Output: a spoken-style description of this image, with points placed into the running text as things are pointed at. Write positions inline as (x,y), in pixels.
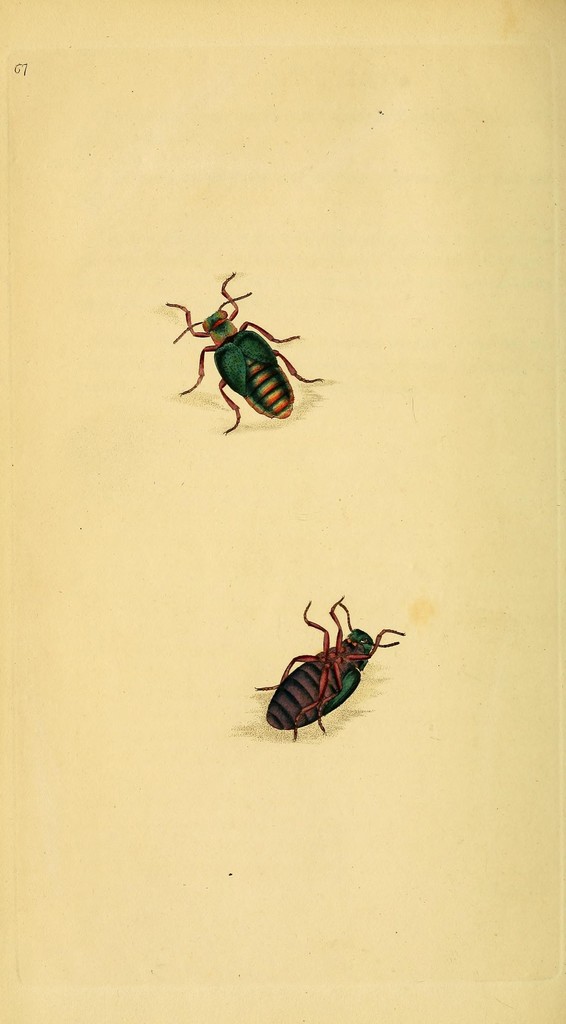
In this image we can see the picture of some insects (299,657).
